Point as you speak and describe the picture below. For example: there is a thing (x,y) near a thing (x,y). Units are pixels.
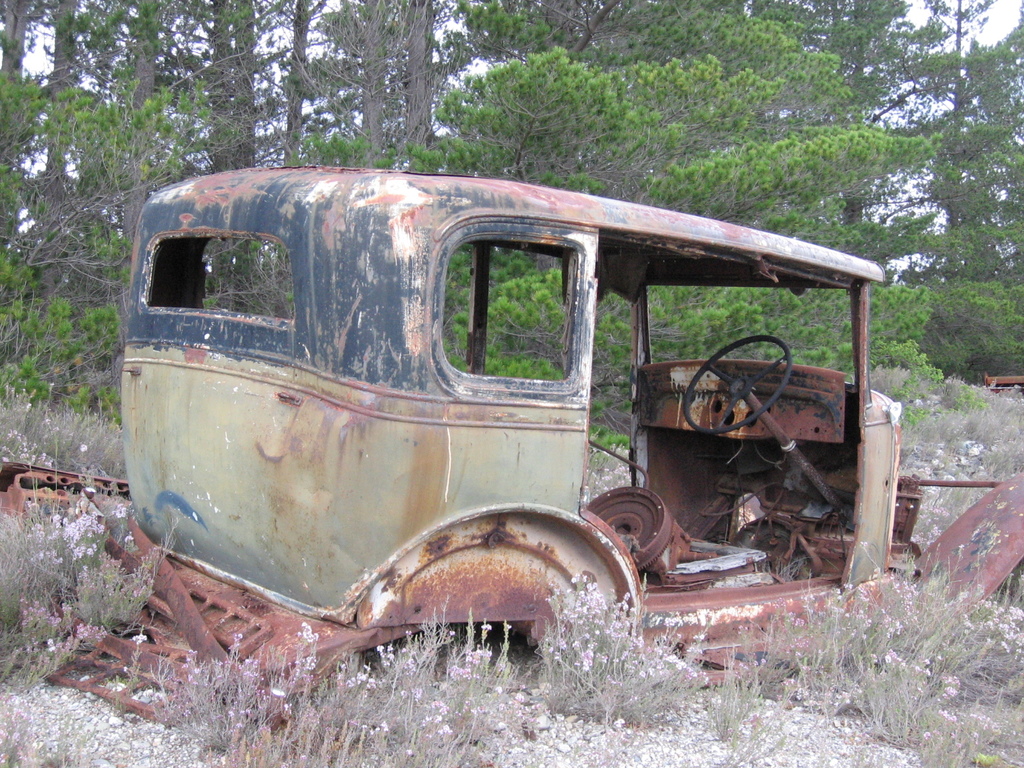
In this image there is a vehicle (702,577) on the land (698,735) having few rocks (610,749) and plants (637,650). Plants (566,650) are having few flowers (626,611). Background (376,19) there are few trees (401,97). Few metal objects (197,606) are on the land (834,708).
